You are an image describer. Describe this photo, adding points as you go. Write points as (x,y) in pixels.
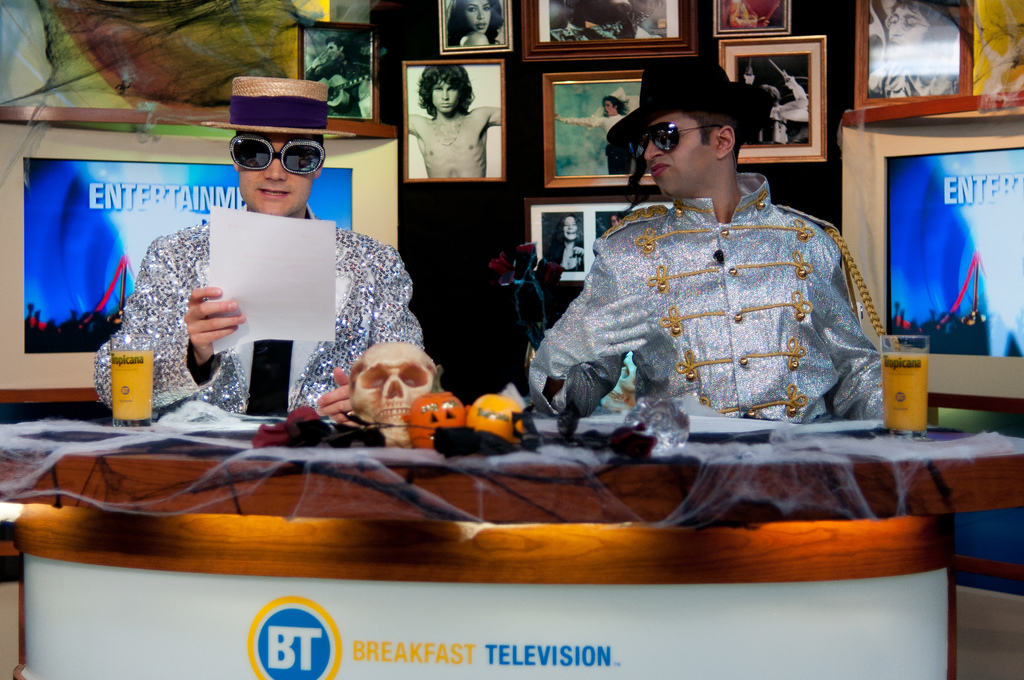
In this picture I can see two persons (231,331) sitting, there is a person (356,271) holding a paper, there is a skull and some other items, there are glasses (915,370) with some liquids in it, on the table (747,441), and in the background (356,61) there are frames (339,62) attached to the wall (356,17).
